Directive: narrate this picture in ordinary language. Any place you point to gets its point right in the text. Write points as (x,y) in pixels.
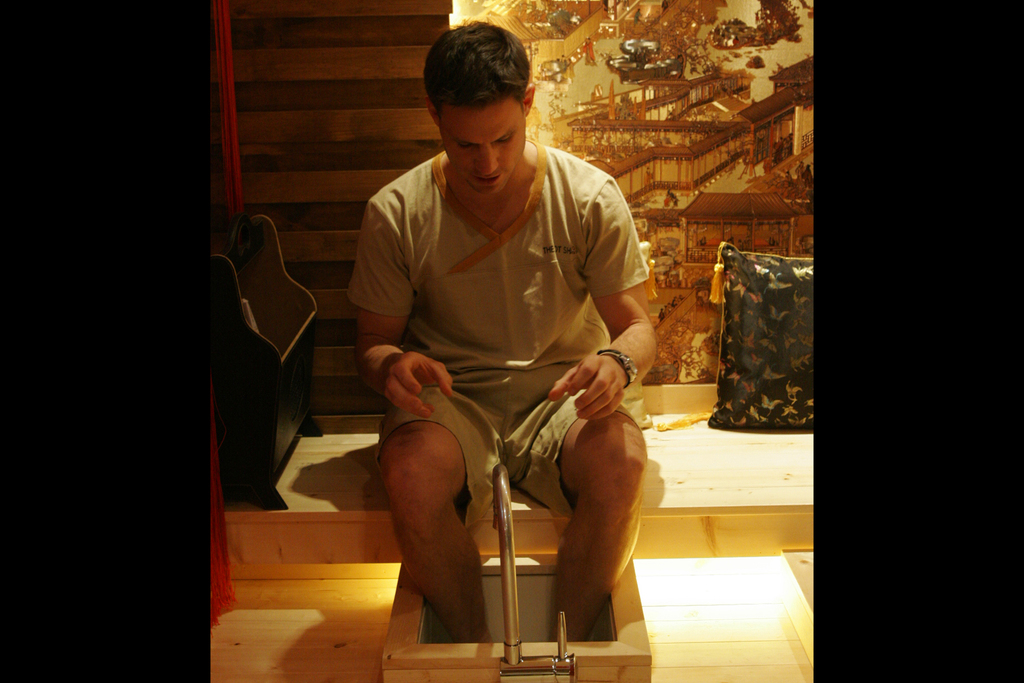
In the middle of the image (505,240), there is a person (470,172) in a t-shirt (510,248), sitting on a wooden surface (371,432) and keeping his both feet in a sink (488,602) which is having a tap (504,611). In the background (784,348), there is a pillow (776,295) on the wooden surface (800,455) and there is a wall (308,68).
